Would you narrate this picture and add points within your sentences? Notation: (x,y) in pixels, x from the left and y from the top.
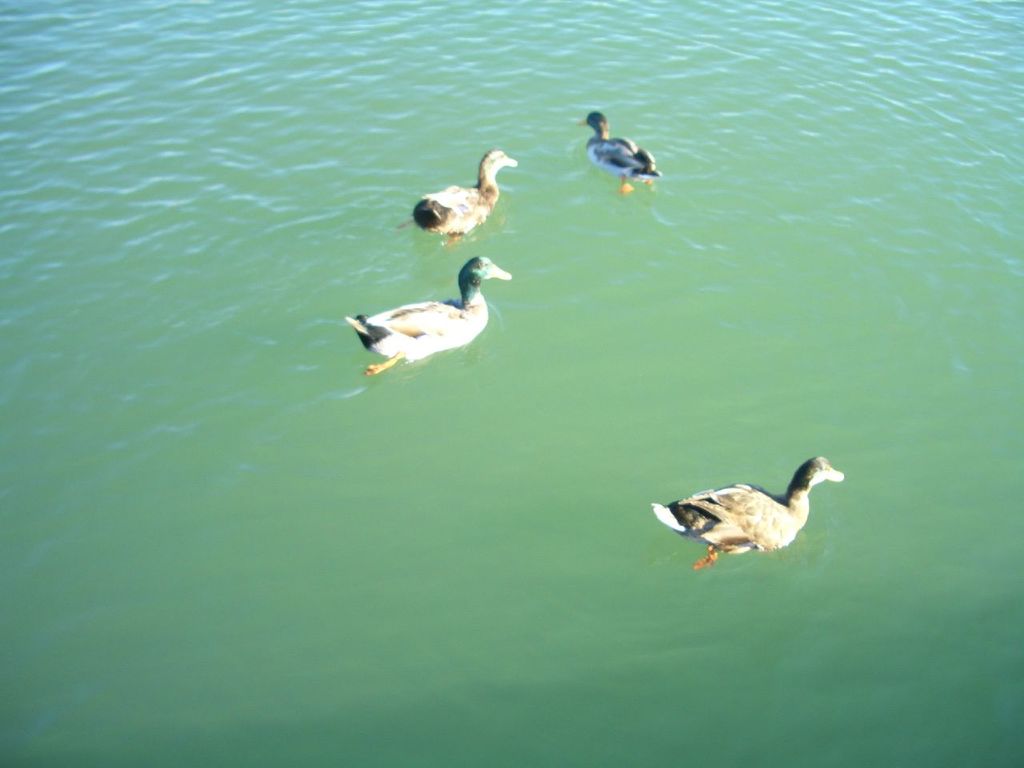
In this picture, we can see a few birds (770,512) on water (480,344).
